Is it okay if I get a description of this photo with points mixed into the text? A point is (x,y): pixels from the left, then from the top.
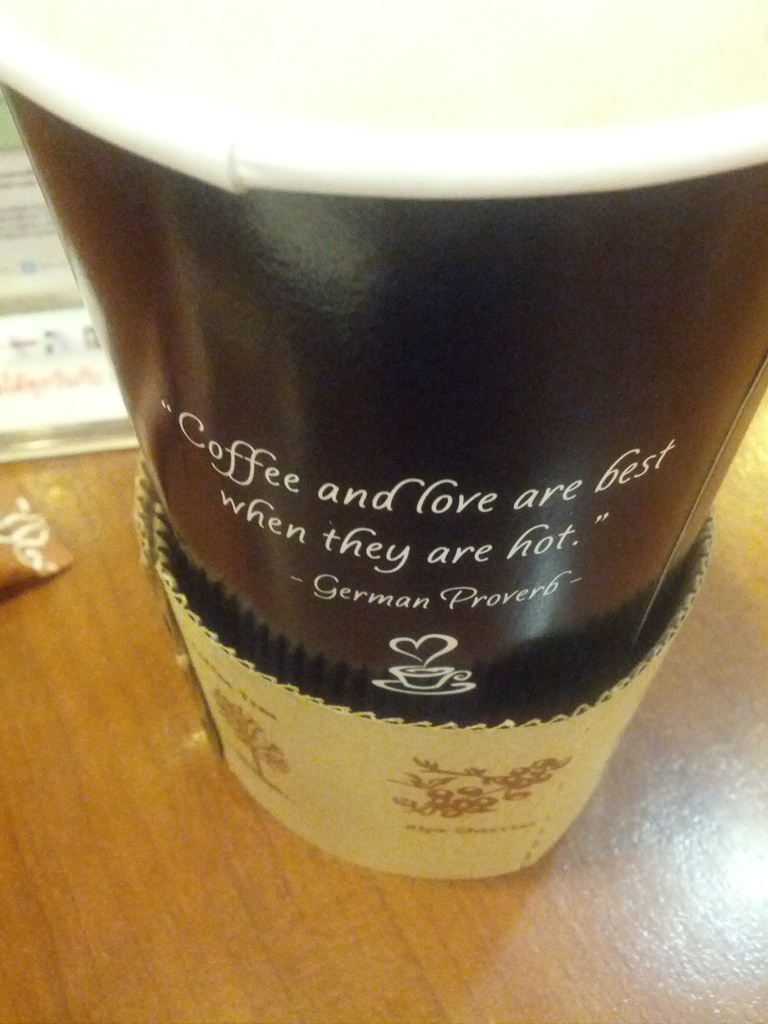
In this picture we can see a glass (178,534) on the wooden surface (177,903) and some objects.
